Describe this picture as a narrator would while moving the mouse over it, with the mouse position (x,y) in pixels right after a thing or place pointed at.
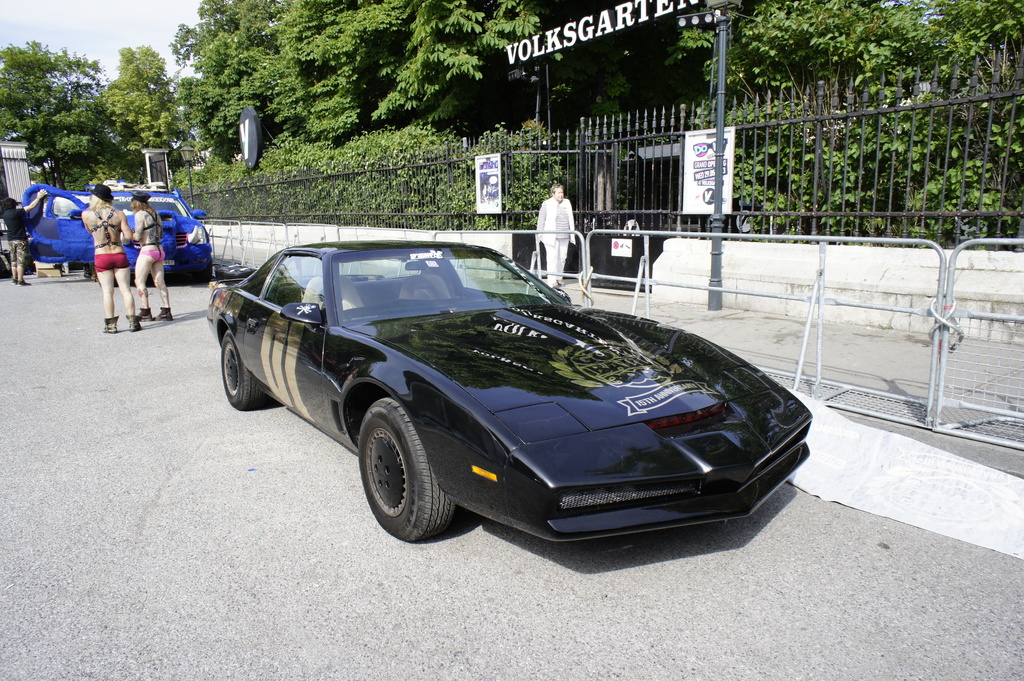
In this picture I can see there are two cars (372,373) and there are two women (142,288) standing and there is a man (552,247) walking on the walkway (624,292) and in the backdrop (940,183) there are trees (162,80) and the sky (159,50) is clear.
